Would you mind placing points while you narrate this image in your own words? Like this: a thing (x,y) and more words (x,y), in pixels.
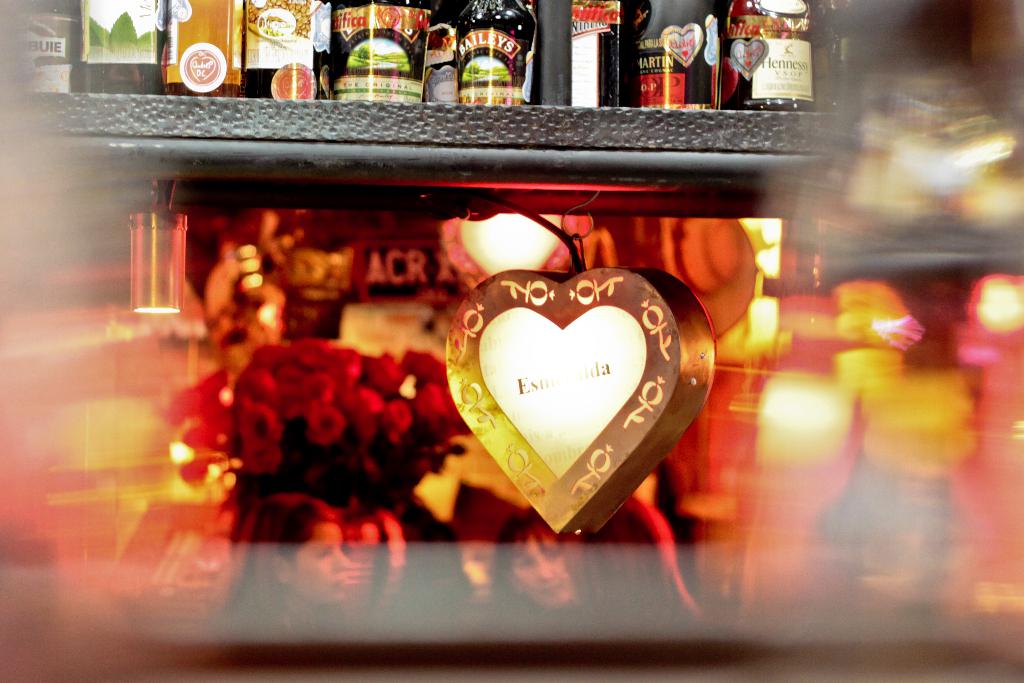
At the bottom of the image (570,458) there are persons (368,532), flower vase (353,435) and decor (554,378). At the top of the image (451,104) there is a rack (416,111) and things (497,43) placed on it.
